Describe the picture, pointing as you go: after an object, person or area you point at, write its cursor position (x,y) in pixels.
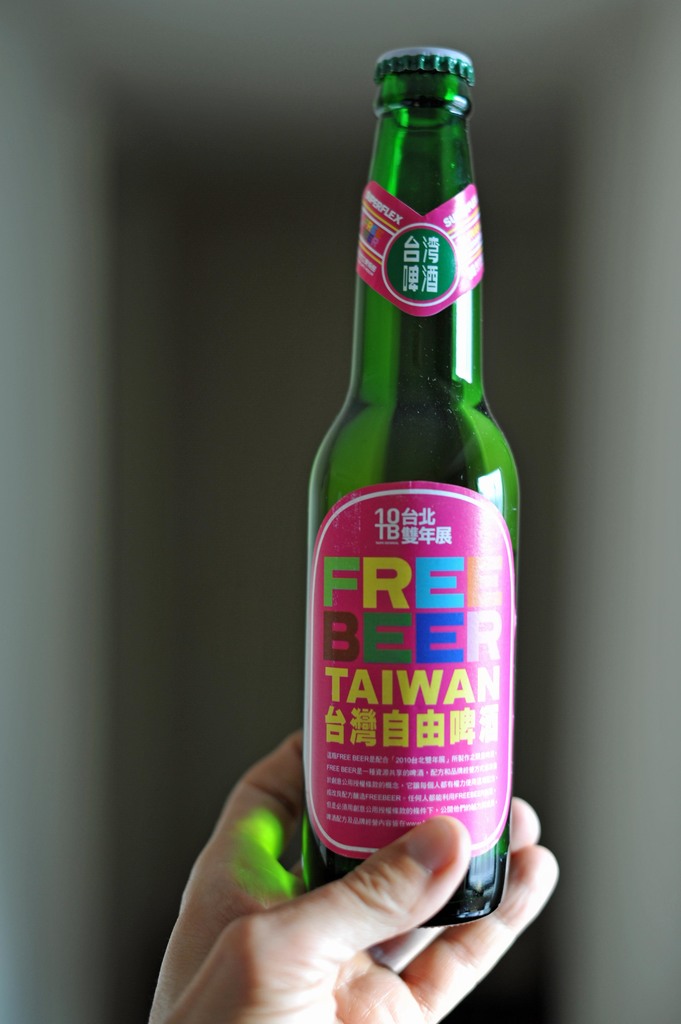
In the image there is a person (353,905) holding a bottle (472,704) on which it is labelled as 'FREE BEER' in background (329,320) there is a white color wall (544,81).
